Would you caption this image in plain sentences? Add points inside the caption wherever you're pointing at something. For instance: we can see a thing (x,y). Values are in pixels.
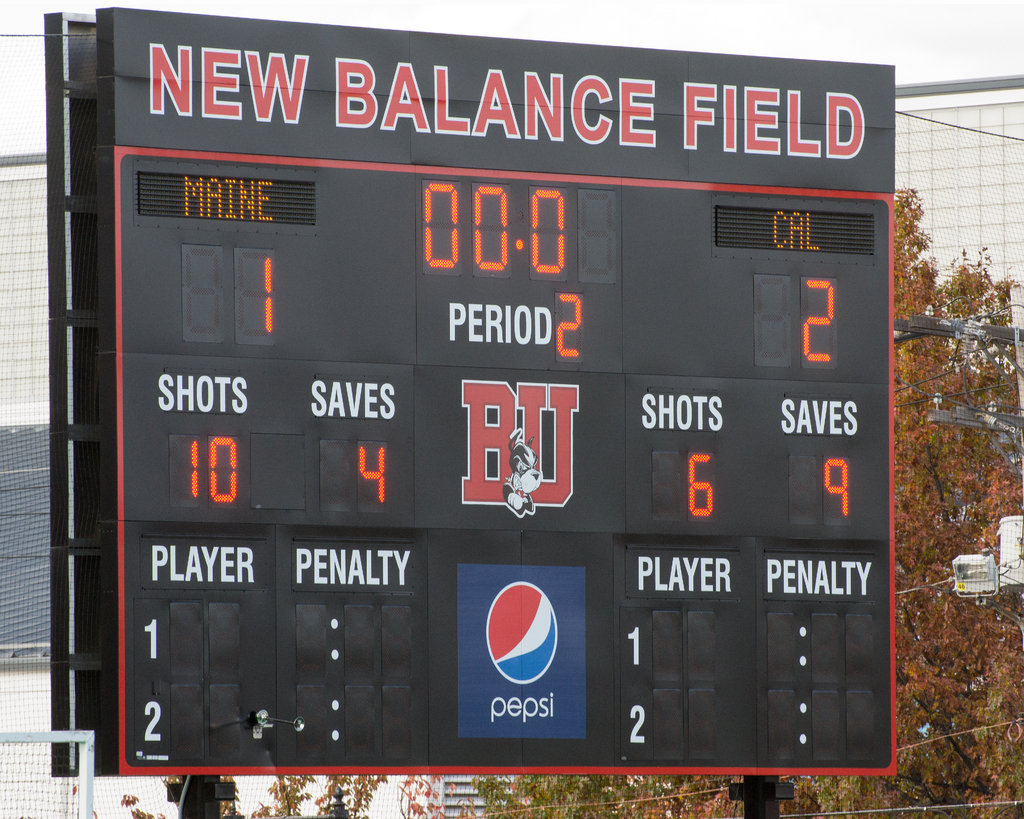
In the picture I can see a black color LED board (336,448) on which something is displayed. In the background (58,815), I can see nets (23,689), trees (955,704) and the sky (36,43).
